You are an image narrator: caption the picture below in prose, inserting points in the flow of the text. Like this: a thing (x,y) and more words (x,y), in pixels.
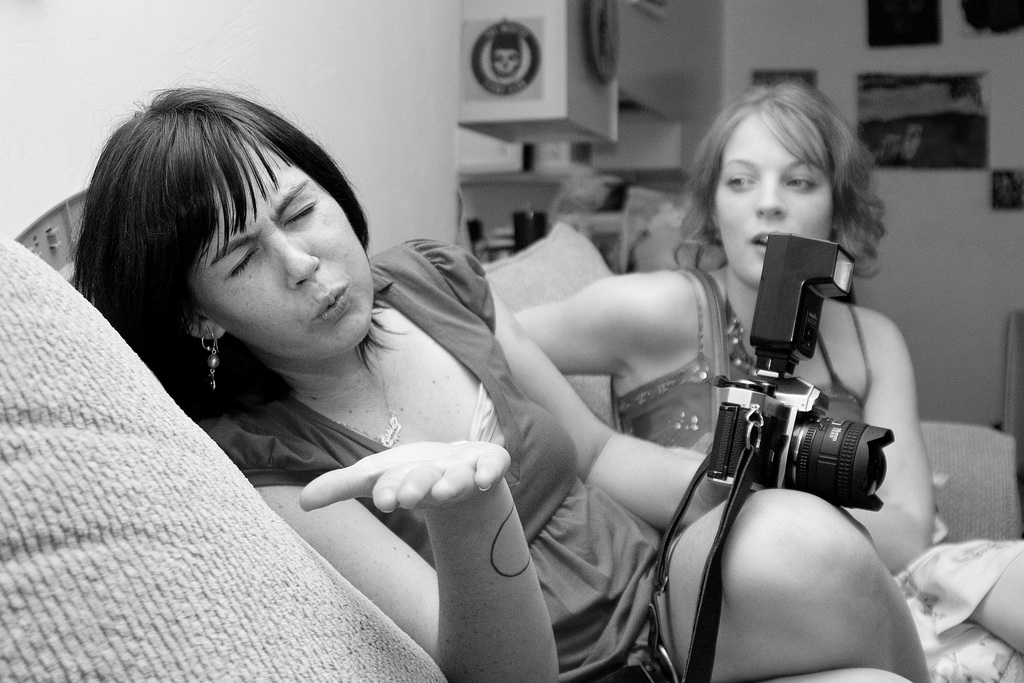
In this picture there is a girl (647,474) in the center of the image (645,447) and there is another girl (828,222) behind her, there are posters (937,135) on the wall (811,47) and there are shelves (542,28) at the top side of the image (565,109).
